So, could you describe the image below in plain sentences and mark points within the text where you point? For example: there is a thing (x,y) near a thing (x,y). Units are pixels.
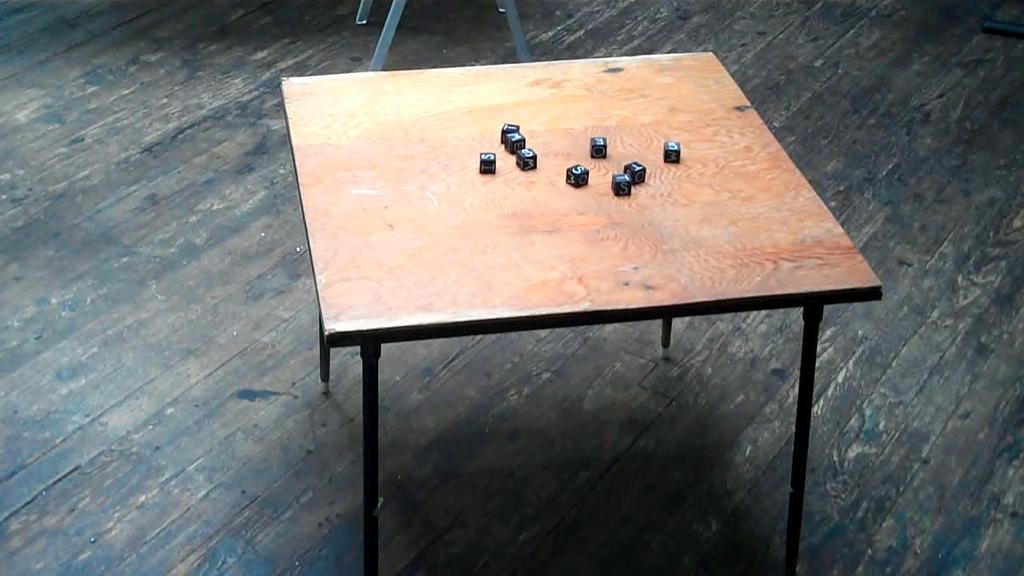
On this wooden table (541,280) there are alphabet dice (580,167). This is wooden surface (218,210). Here we can see rods (395,10).
